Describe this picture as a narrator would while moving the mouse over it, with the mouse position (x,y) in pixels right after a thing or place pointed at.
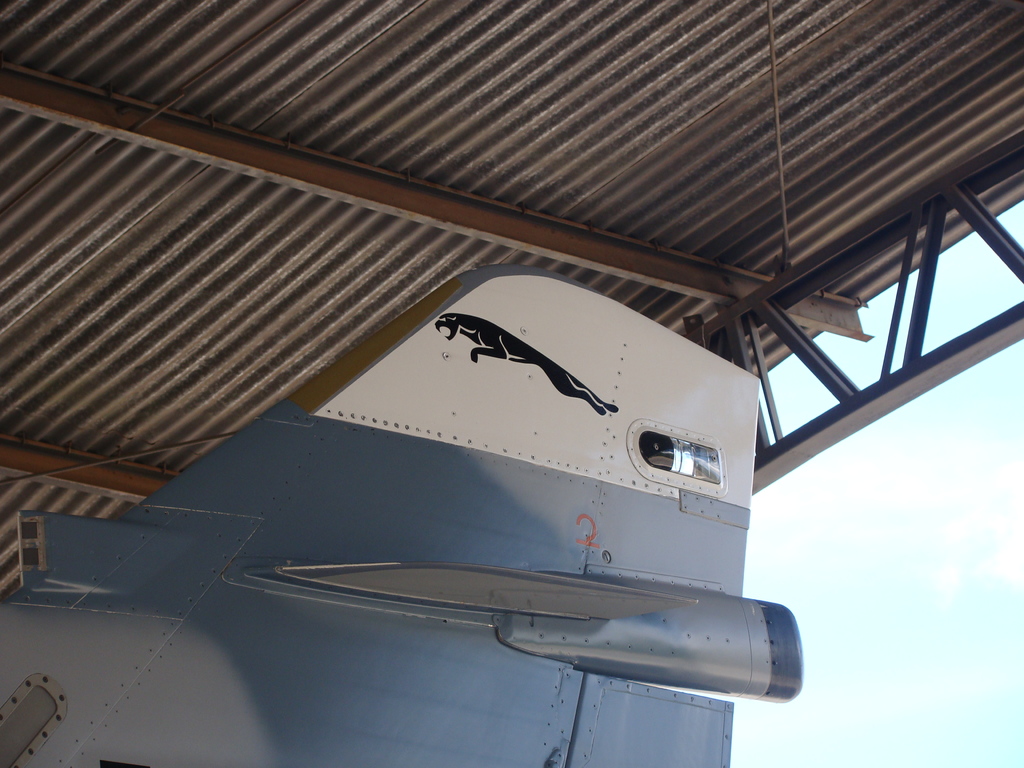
In this picture we can see grey color aircraft wing (440,619) in the front (323,521). On the top (381,159) there is a iron frame (755,318) and shed (563,181).
